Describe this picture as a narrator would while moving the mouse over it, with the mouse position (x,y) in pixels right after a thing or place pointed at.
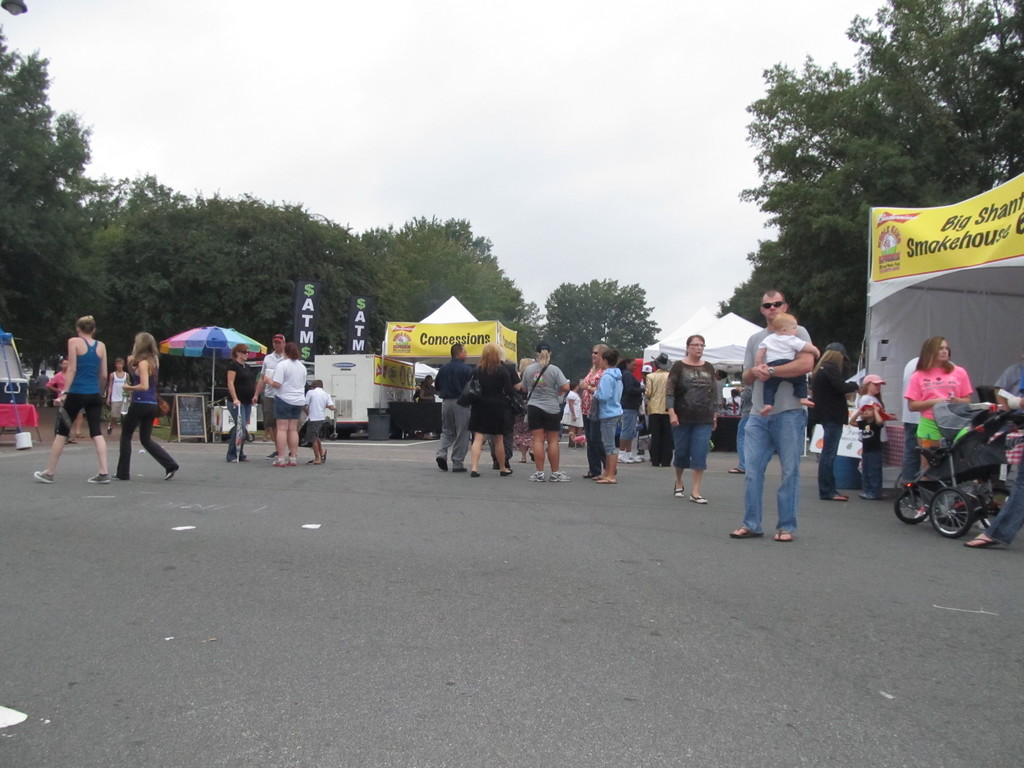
In this picture I can see group of people (743,394) standing, there are stalls (732,422), there is an umbrella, there are banners (1008,241), there are canopy tents (456,306), there are trees (279,207), and in the background (651,20) there is the sky (454,26).
